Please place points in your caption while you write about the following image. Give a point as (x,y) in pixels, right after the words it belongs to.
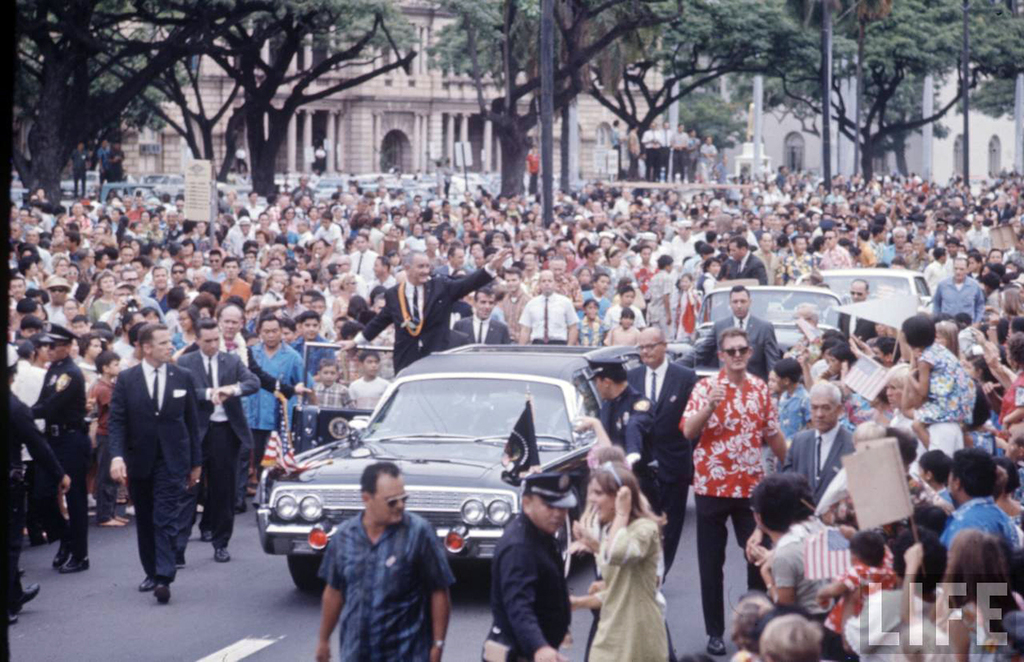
In this image we can see a crowd (399,274). There are vehicles (487,437) on the road (250,542). In the background (212,126) there are trees (536,51) and buildings (357,95) with pillars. In the right bottom corner (926,610) something is written. Some people (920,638) are wearing caps (595,370).
